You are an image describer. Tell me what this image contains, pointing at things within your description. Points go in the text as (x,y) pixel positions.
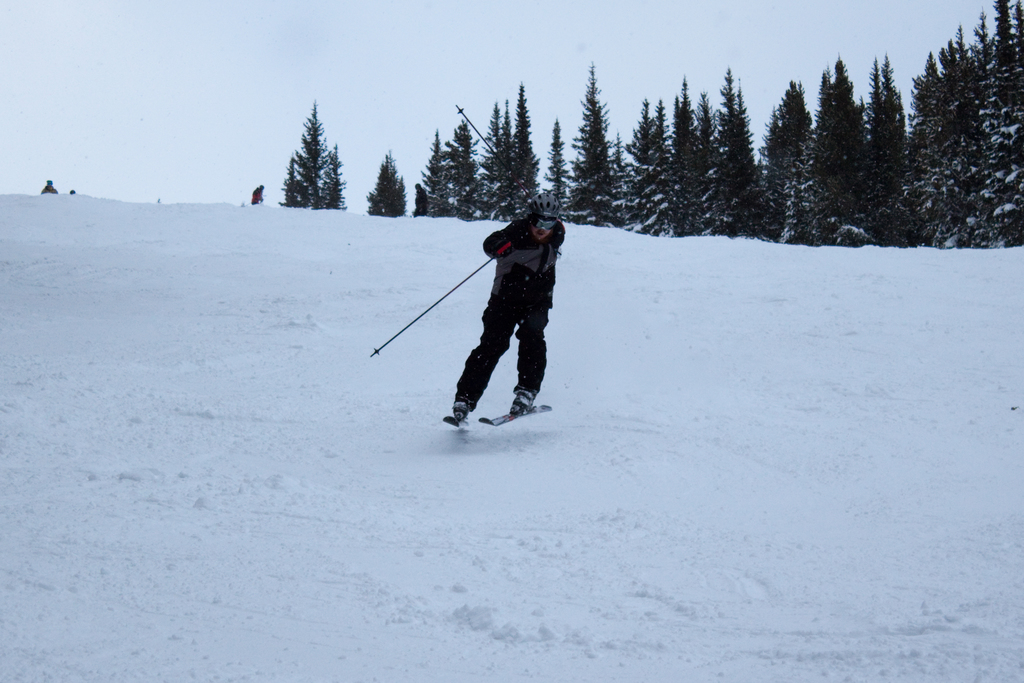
In this image I can see a person (522,359) is on the ski board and holding sticks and wearing black, ash and red color dress (529,267). Back Side I can see a trees (797,190) and snow (667,281). The sky (504,103) is in white color.
